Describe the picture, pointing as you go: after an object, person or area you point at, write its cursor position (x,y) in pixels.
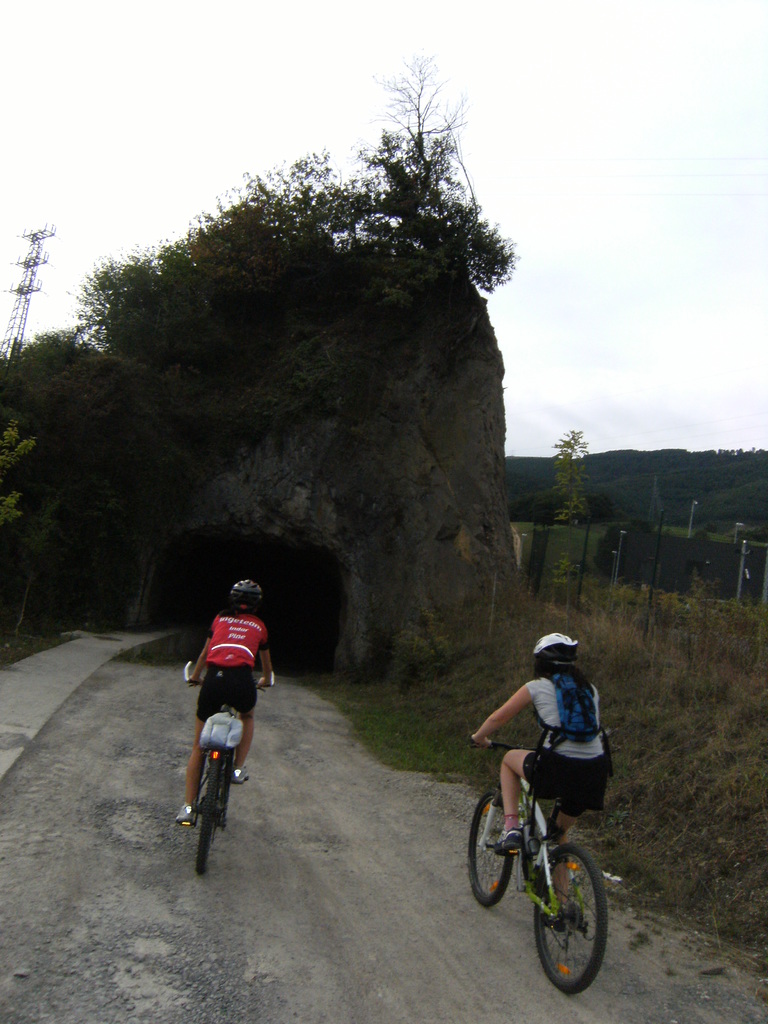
In this picture we can see two persons (246,698) are riding bicycles (523,780), they wore helmets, on the right side (659,740) there are some plants (663,742) and grass (667,741), on the left side (95,430) we can see a tower (20,291) and plants (252,308), there is a tunnel (308,560) in the middle (288,553), we can see the sky (50,308) at the top of the picture (579,36).
